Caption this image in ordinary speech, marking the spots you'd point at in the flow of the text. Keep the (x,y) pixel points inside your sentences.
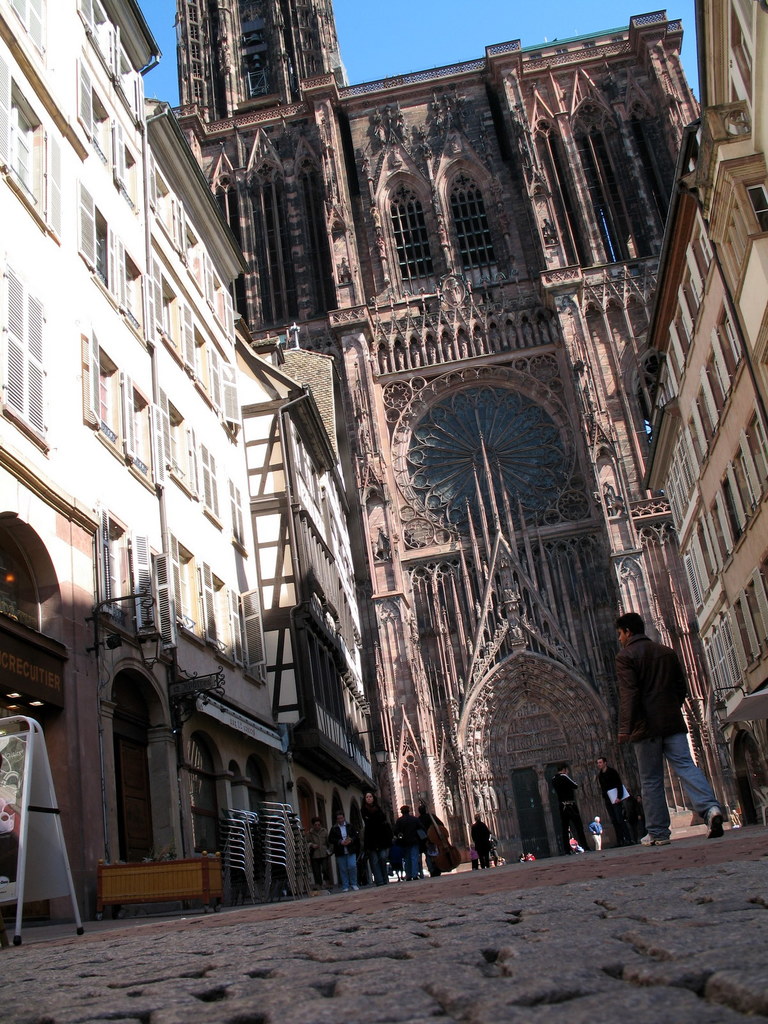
In this picture we can see a group of people (377,850) walking on the ground (425,920), chairs (301,886), table (220,874), violin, board (44,843), buildings (217,469) with windows (31,354) and in the background (546,7) we can see the sky (401,55).
